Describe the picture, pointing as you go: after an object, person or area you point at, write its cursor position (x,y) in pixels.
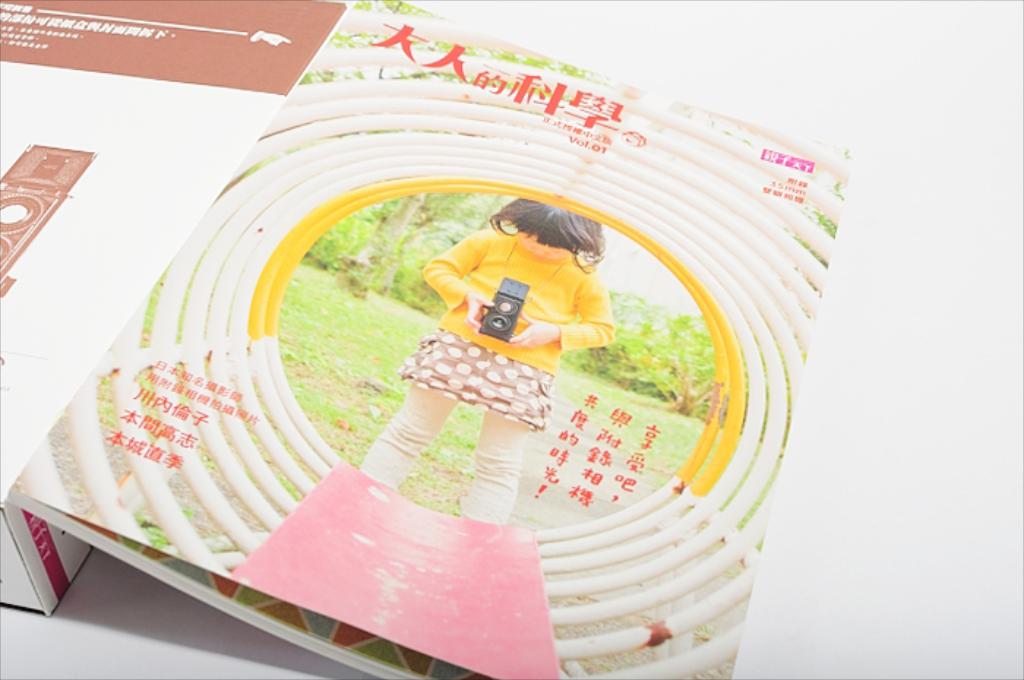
In this picture we can see a book (105,495), in the book (379,347) we can find a girl (534,306), she is holding a camera (505,294).
